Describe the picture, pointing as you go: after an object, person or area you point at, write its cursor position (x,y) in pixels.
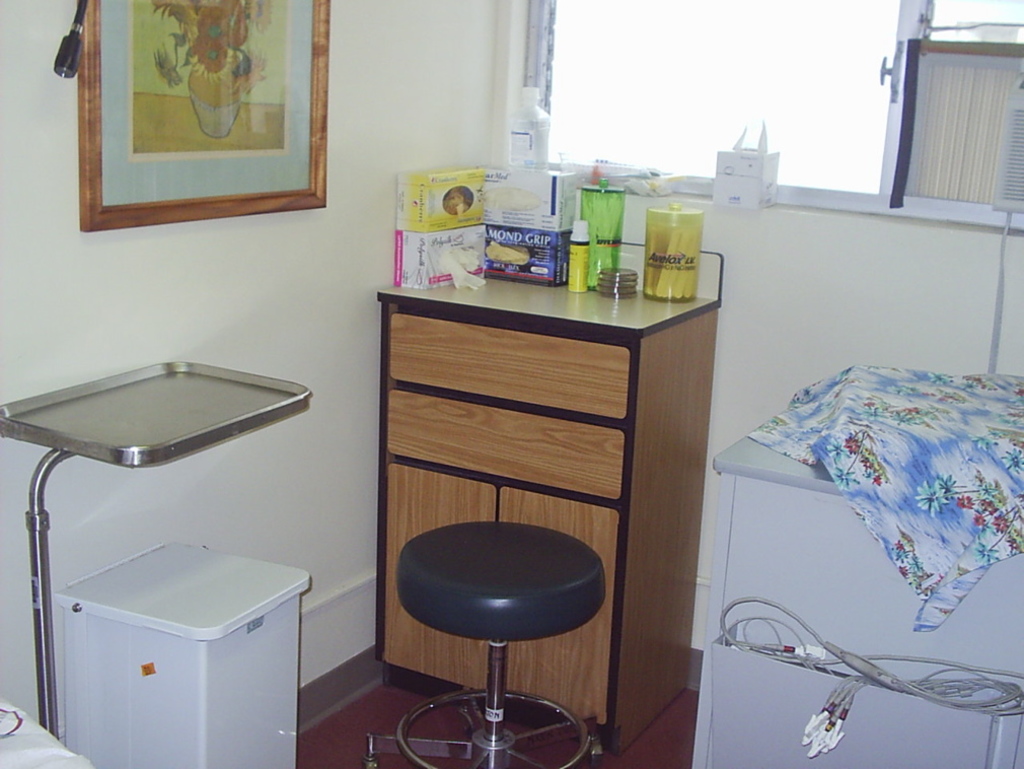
In this picture we can see a chair (464,614), shelf (483,675) on which we can see some objects (567,246) are placed and we can see frame (237,163) to the wall (277,311), we can see box (759,474) with wires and it we can see cloth (868,440).
